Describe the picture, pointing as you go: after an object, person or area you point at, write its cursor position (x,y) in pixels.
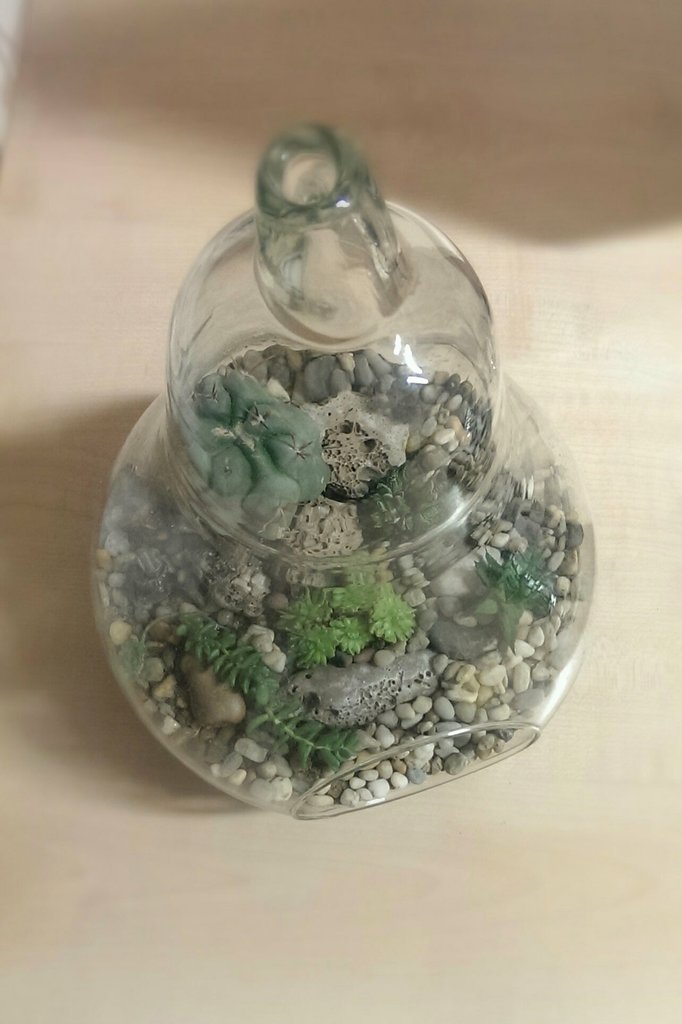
In this image there is a glass jar (335,242). Inside it there are stones (362,704) and some plastic structures (363,603). This is looking like a table (625,461).
